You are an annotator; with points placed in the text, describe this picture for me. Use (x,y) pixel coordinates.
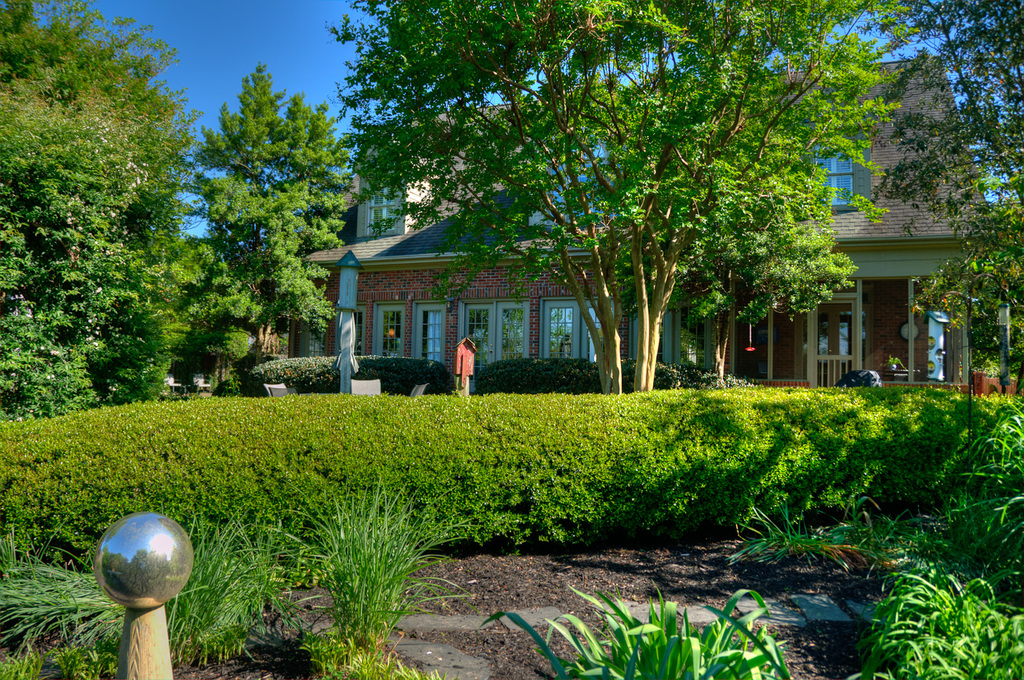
This picture is clicked outside. In the foreground (405,596) we can see the grass (357,592), a metal object (181,578), plants (481,432), trees (34,288) and chairs (201,381). In the center (398,337) there is a house (498,320) and we can see the doors (570,325) and windows (840,175) of the house (385,194). In the background (243,31) there is a sky (180,29).
